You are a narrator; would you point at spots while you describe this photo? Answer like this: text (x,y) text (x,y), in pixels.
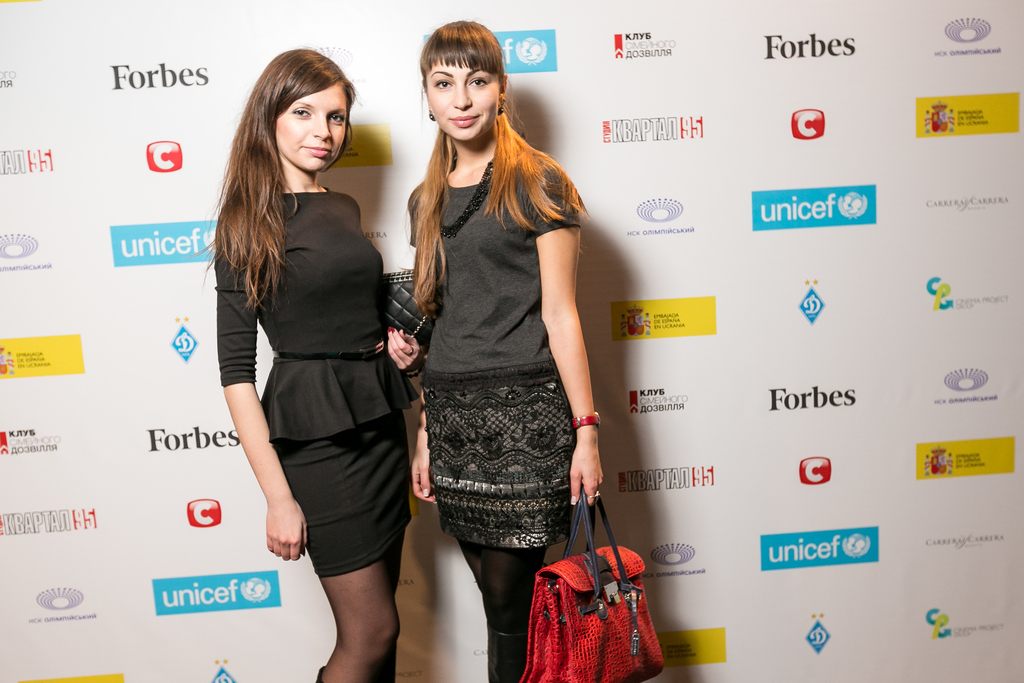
In this picture we can see two women (411,506) are standing and holding a bag (555,675) and taking picture.
